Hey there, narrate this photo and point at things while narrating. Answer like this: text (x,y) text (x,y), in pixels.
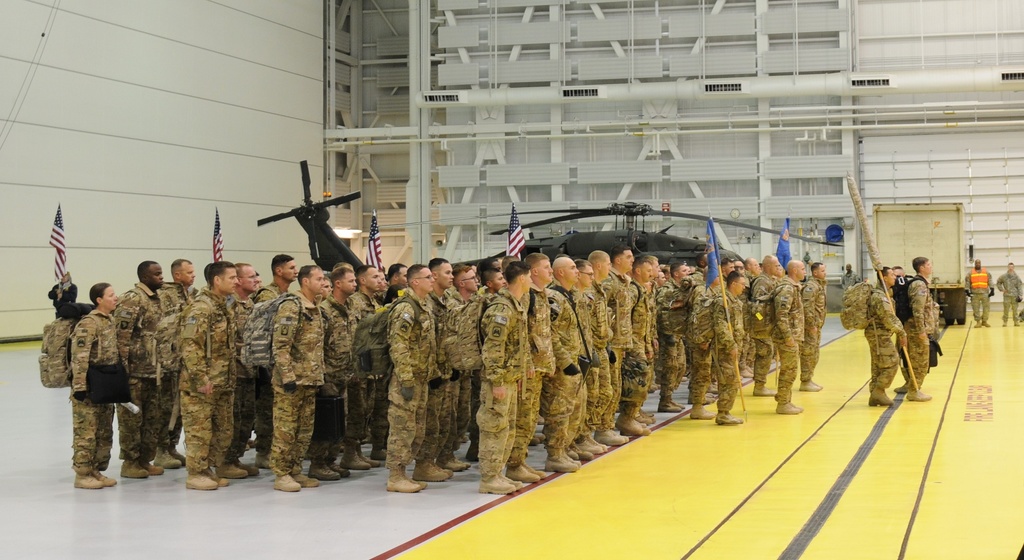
In this image I can see the group of people (475,381) standing and wearing the military uniforms (402,338). I can see few people (283,352) wearing the bags (256,362) and few people (886,327) holding the flags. To the side of these people (709,308) I can see an aircraft (588,236) which is in black color. These people (136,315) are inside the building (527,82).
